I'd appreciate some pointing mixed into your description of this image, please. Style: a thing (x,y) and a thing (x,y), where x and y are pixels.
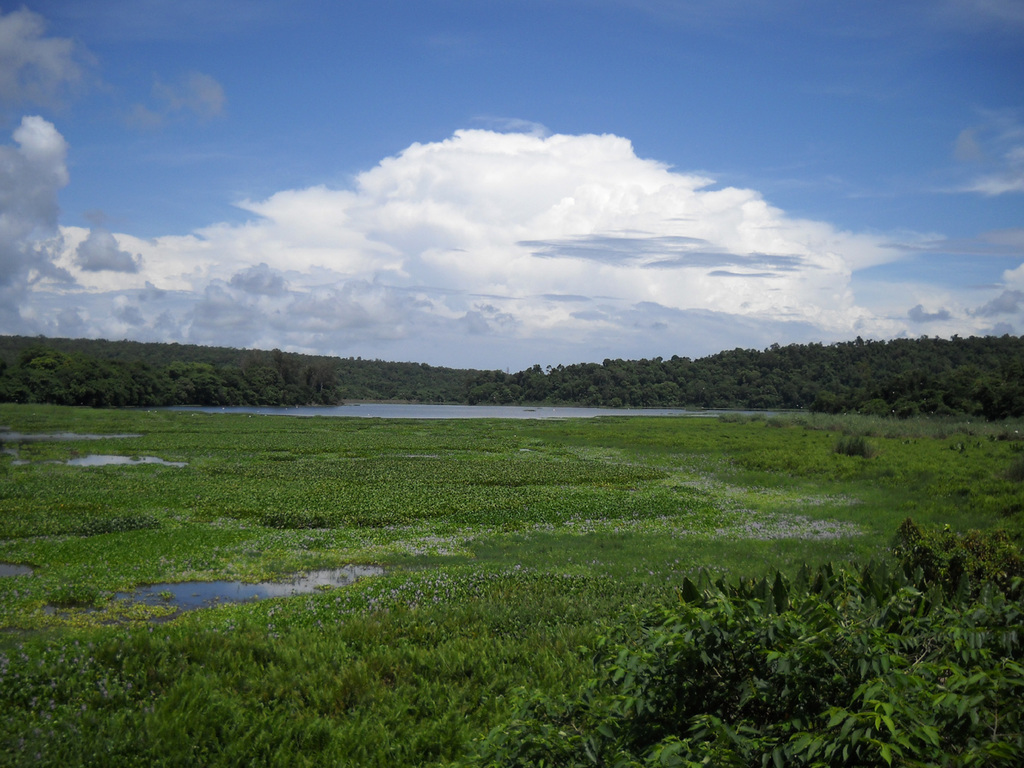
In this picture we can see a few plants (759,754) and grass (130,663). There are some plants (280,533) seen in the water (526,409). We can see a few trees (359,376) visible in the background (190,344). Sky (292,322) is blue in color and cloudy.
